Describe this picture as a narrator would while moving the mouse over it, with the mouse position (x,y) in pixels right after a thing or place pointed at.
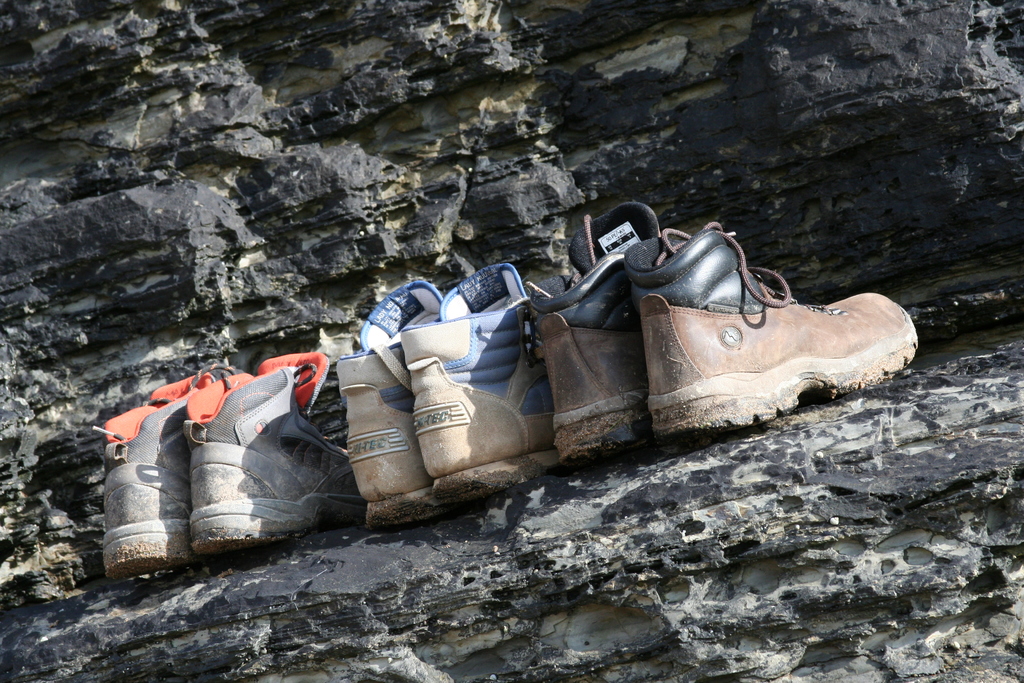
In this image I can see three pairs of shoes (506,418) on the rock (793,501). I can see these shoes (303,479) are in black, brown, cream, blue, ash and orange color.
